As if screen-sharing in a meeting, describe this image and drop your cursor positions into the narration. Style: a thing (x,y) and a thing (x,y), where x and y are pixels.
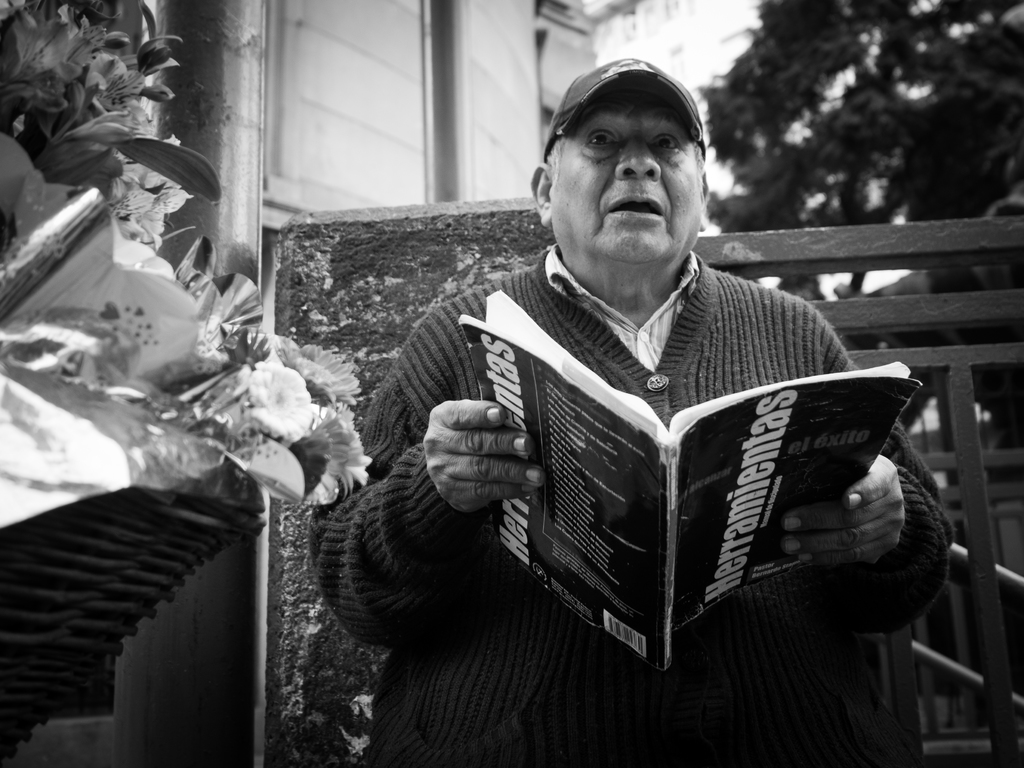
In this image in the center (595,329) there is one person (448,629) who is standing and he is holding a book (619,486), on the left side (98,455) there is one flower bouquet (94,429). In the background (427,168) there is a house (485,102), wall (370,333), fence (960,365) and trees (818,109).
